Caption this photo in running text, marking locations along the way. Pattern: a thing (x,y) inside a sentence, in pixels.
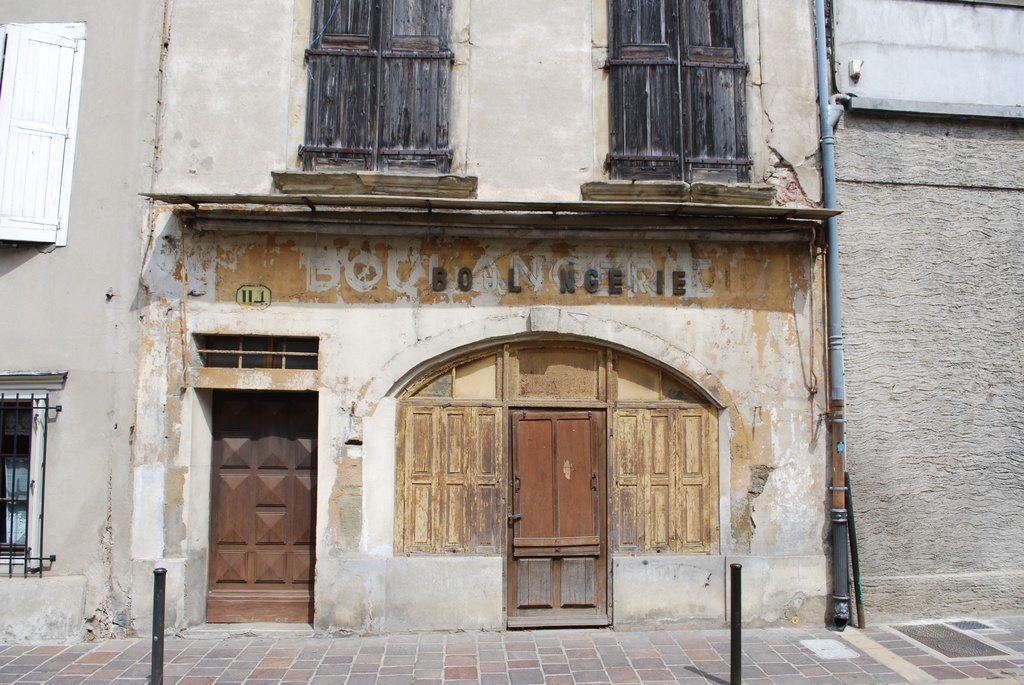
To this building (809,135) there are windows (65,122) and doors (561,492). Pipe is attached to this wall (867,443). In-front of this building (764,553) there are rods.
